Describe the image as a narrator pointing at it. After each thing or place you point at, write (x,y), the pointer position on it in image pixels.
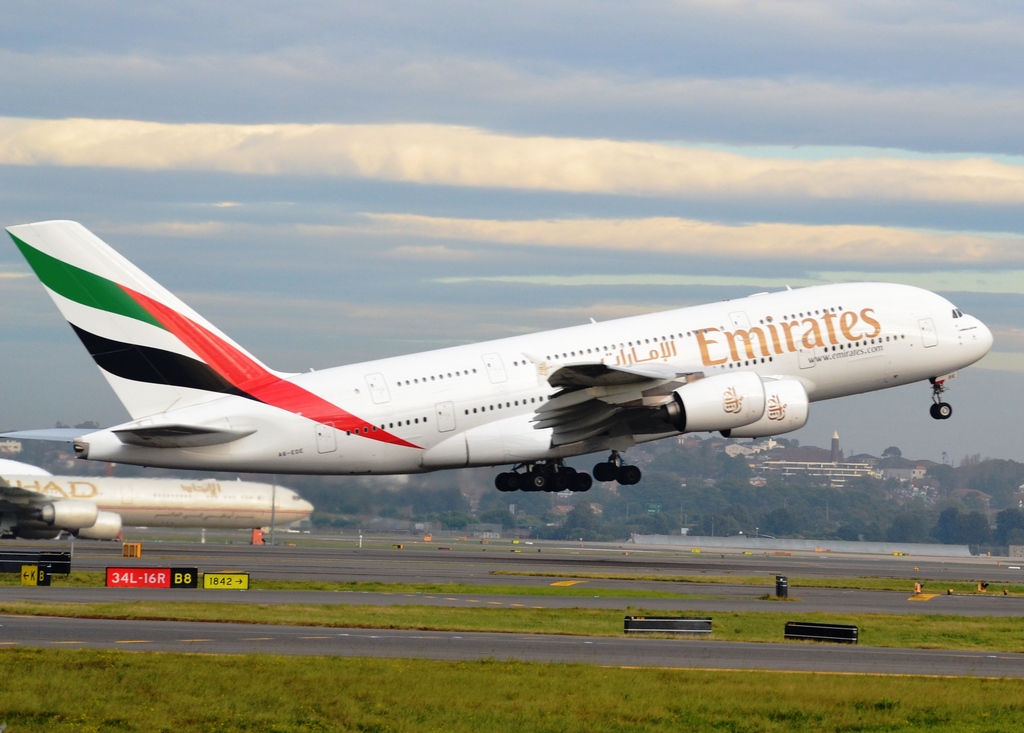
In this image I can see an aeroplane (956,313) is taking off, it is in white color. On the left side (238,503) there is another aeroplane (251,497), at the bottom (345,666) there is the grass (385,662) and there are trees (813,533) at the back side of an image (759,510), at the top (443,161) it is the sky (424,221).
